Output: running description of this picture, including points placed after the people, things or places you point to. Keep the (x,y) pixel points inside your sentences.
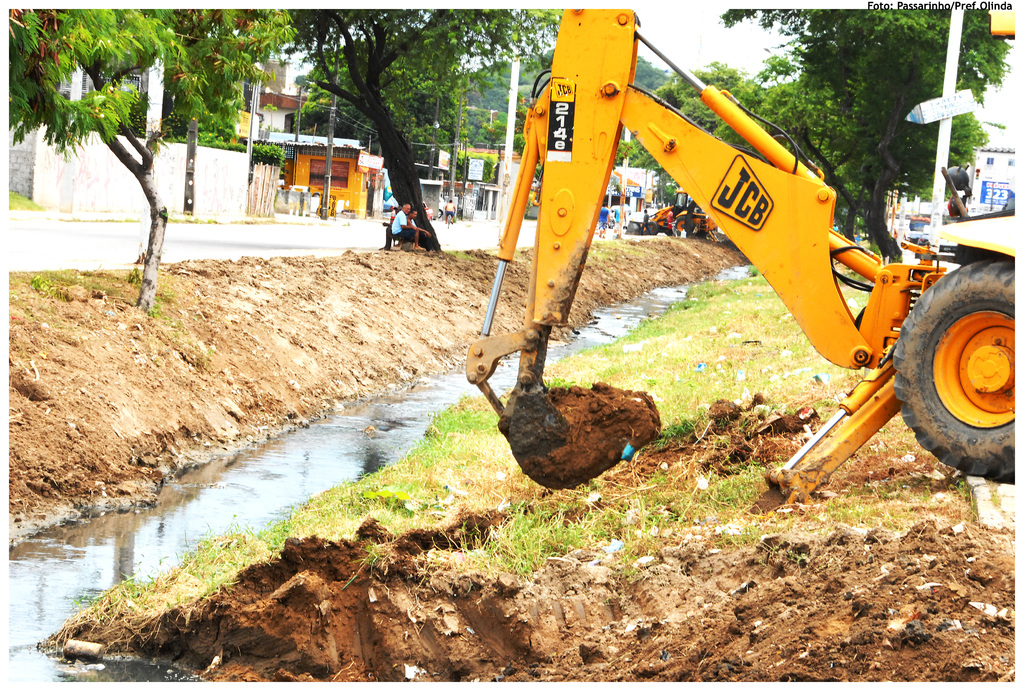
This picture is clicked outside. On the right (878,271) we can see a crane (814,230). On the left (124,542) there is a water body (307,457) and we can see the trees (344,38), buildings (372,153) and group of persons (611,211). In the background (736,27) there is a sky (727,30) and many other objects (111,181). In the foreground (713,338) we can see the grass (700,361). At the top right corner (927,6) there is a text (919,6) on the image.
